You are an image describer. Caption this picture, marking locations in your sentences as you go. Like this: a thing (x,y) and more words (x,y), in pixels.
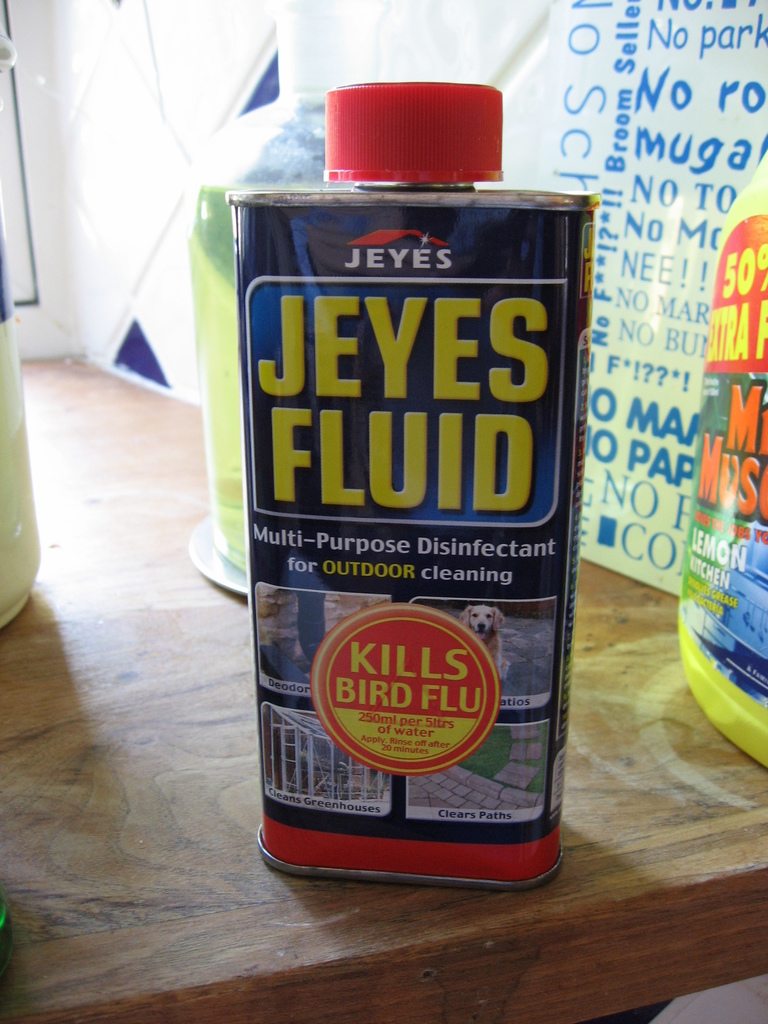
In this image there is a table (659,789) and we can see a tin (274,764) and bottles (34,548) placed on the table (753,764). In the background (603,249) there is a board (623,10) and we can see a wall (102,250).
